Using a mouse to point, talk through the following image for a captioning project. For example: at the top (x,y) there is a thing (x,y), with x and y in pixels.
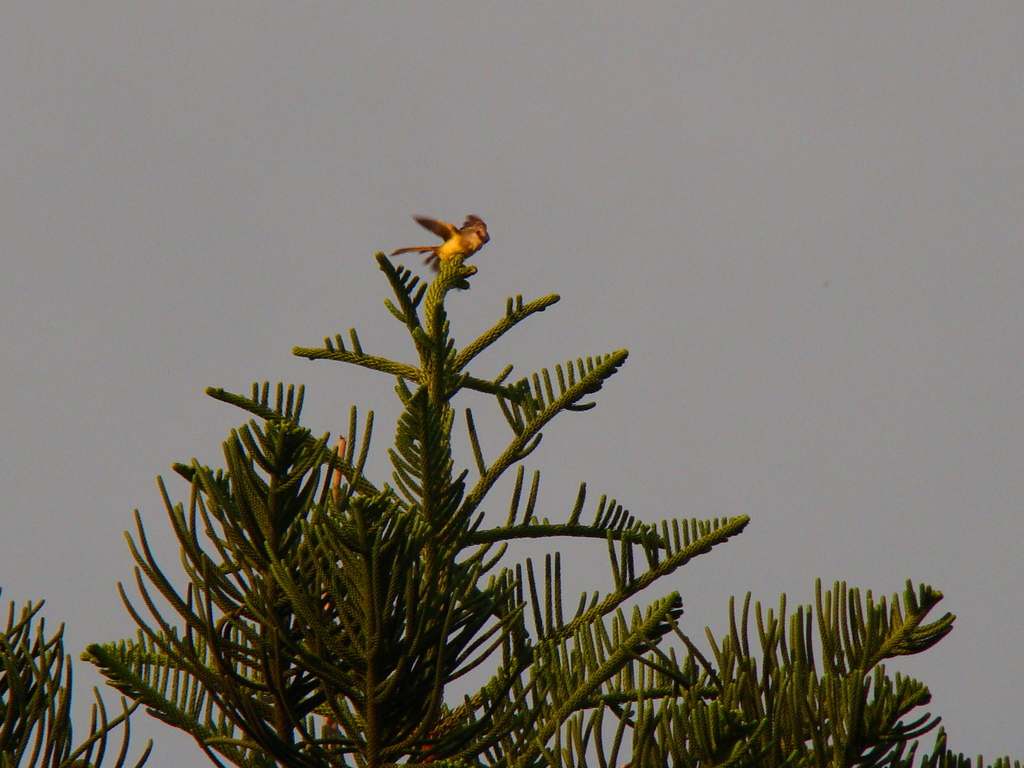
In this image I can see the bird (447,255) on the tree (345,635). I can see the bird (459,251) is in brown and yellow color. In the background (372,189) I can see the sky (213,171).
